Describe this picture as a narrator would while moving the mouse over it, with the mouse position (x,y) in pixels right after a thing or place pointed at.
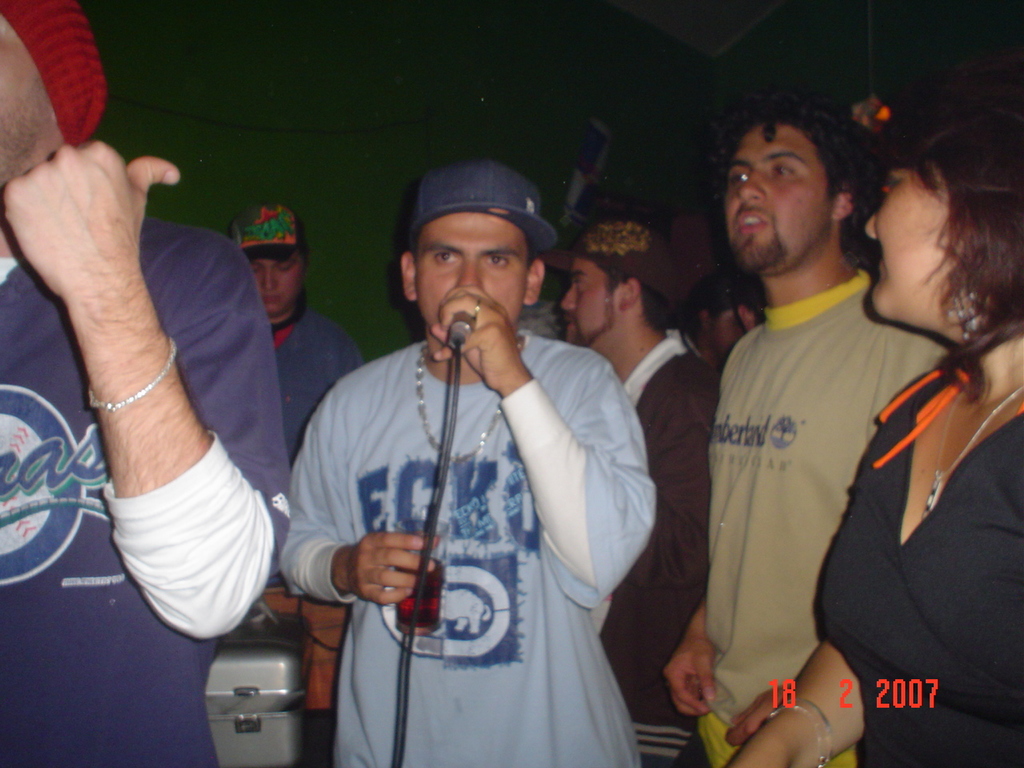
In the center of the picture (447,278) there is a person (391,437) holding mic (469,329). On the right (860,188) there are people (799,311) standing. On the left (9,347) there is a man (54,448) in blue t-shirt (66,423). In the background (288,230) there are few people (620,258) standing. The wall (315,116) is painted in green. In foreground (281,648) there is a box (272,673).
